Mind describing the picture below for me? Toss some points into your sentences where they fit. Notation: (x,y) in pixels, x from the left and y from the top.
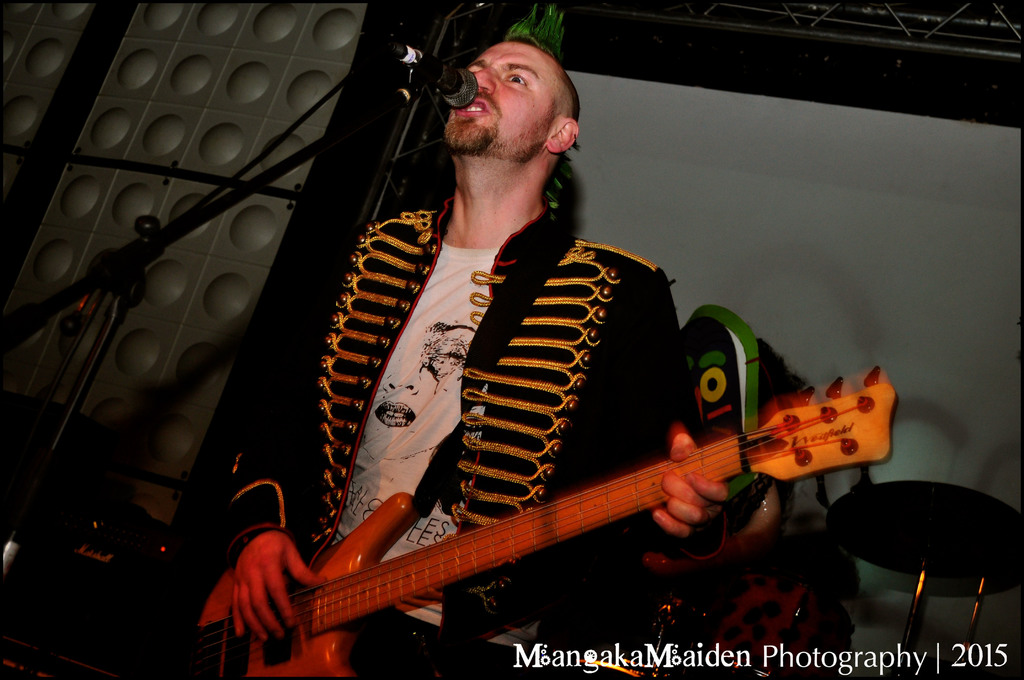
This man (472,165) is playing guitar (395,581) and singing in-front of a mic (472,93). This man (505,488) wore black suit (560,383).
